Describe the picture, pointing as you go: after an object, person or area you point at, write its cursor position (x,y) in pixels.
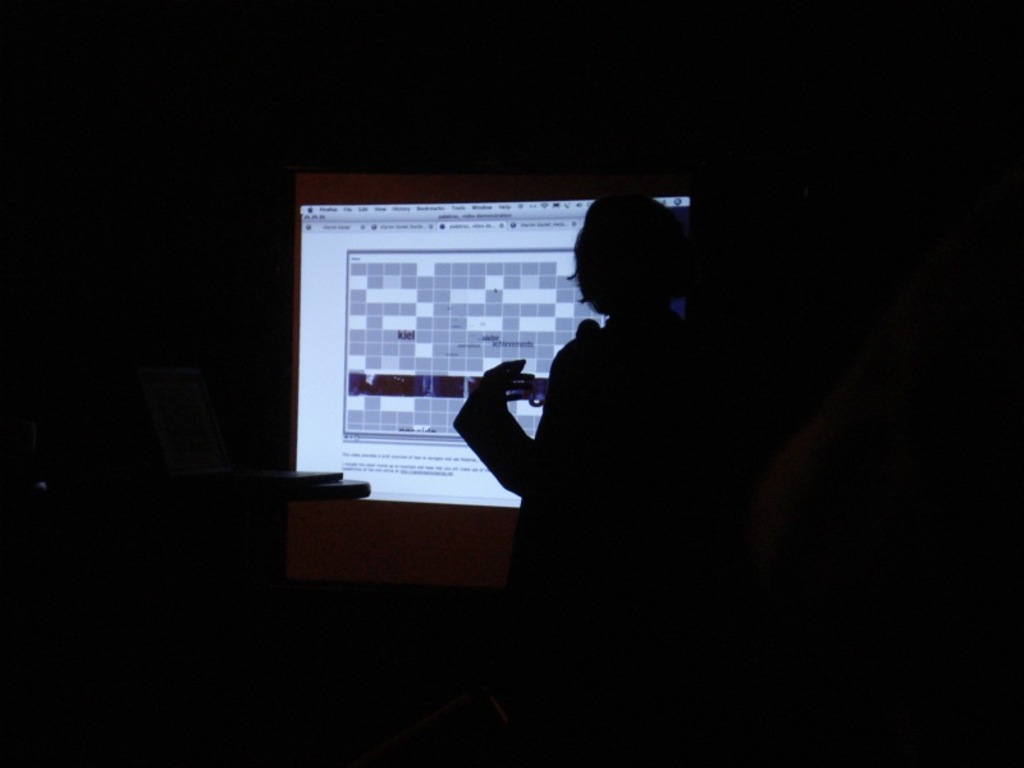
In this image I can see the person (594,528) in-front of the screen (458,392). And there is a black background (926,42).
